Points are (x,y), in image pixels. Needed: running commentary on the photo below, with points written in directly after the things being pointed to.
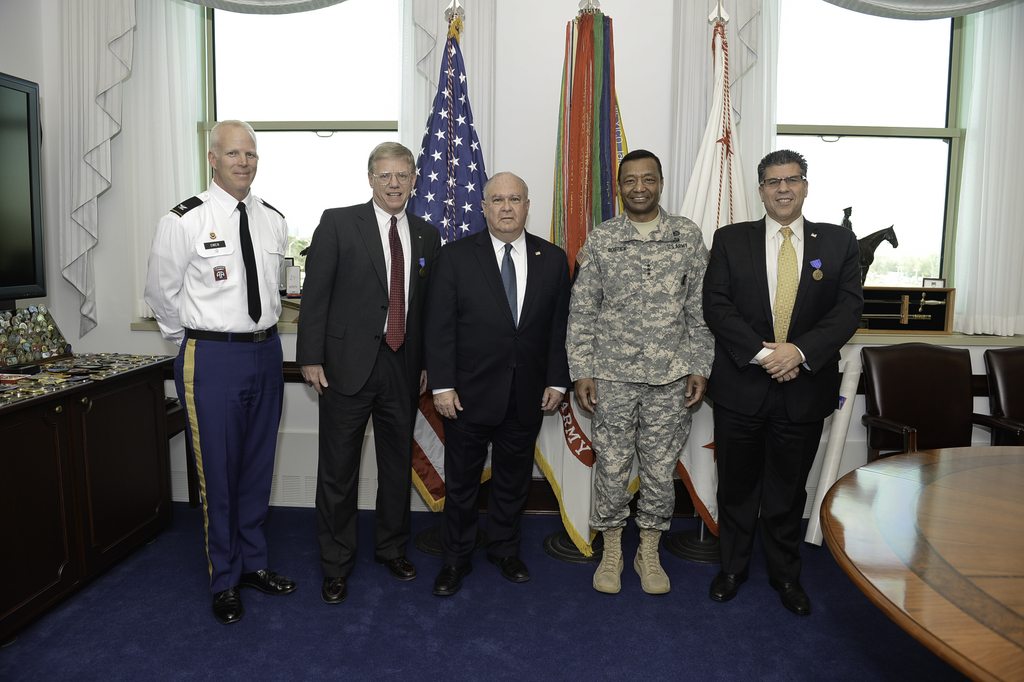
In this image I can see few persons (424,321) are standing on the blue colored floor (466,615). I can see a brown colored table (936,512), few chairs (913,364) which are black in color, a black colored screen (27,140), the white colored wall (18,11), few windows (347,54), few curtains (974,49) and few flags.
